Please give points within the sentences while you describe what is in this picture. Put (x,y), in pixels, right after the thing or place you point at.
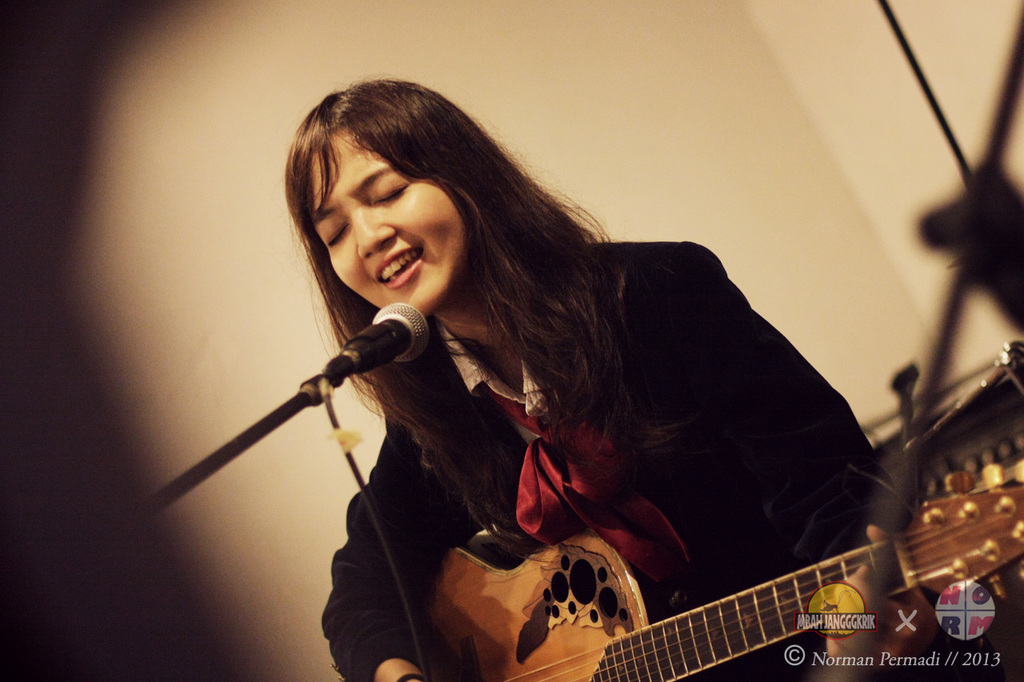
As we can see in the image there is a woman (529,411) holding guitar (519,570) and singing on mike (391,340).
